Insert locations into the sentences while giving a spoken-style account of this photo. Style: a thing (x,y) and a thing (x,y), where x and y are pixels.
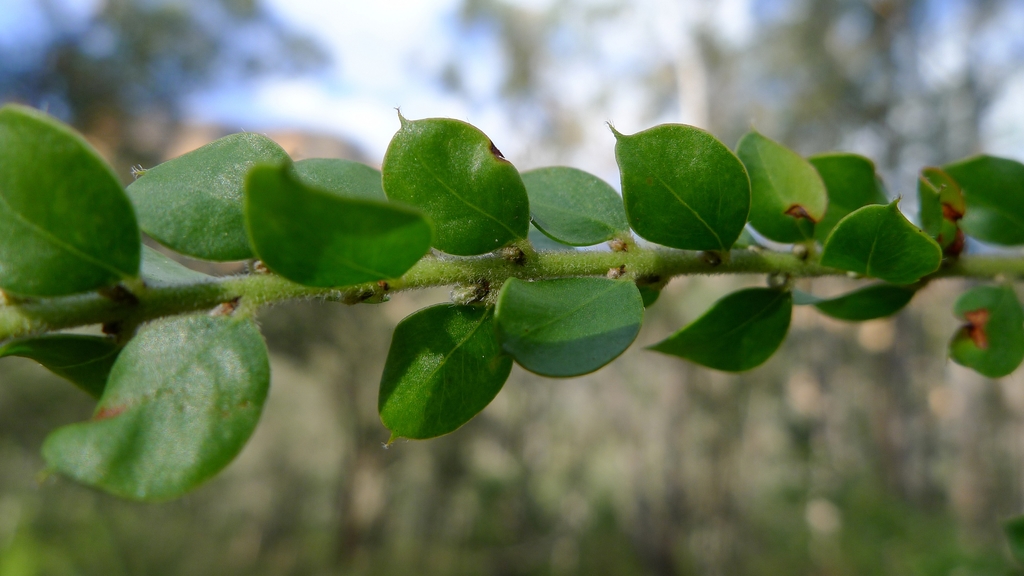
In this image we can see group of leaves (996,304) on a stem (457,281) of a plant (721,273).
